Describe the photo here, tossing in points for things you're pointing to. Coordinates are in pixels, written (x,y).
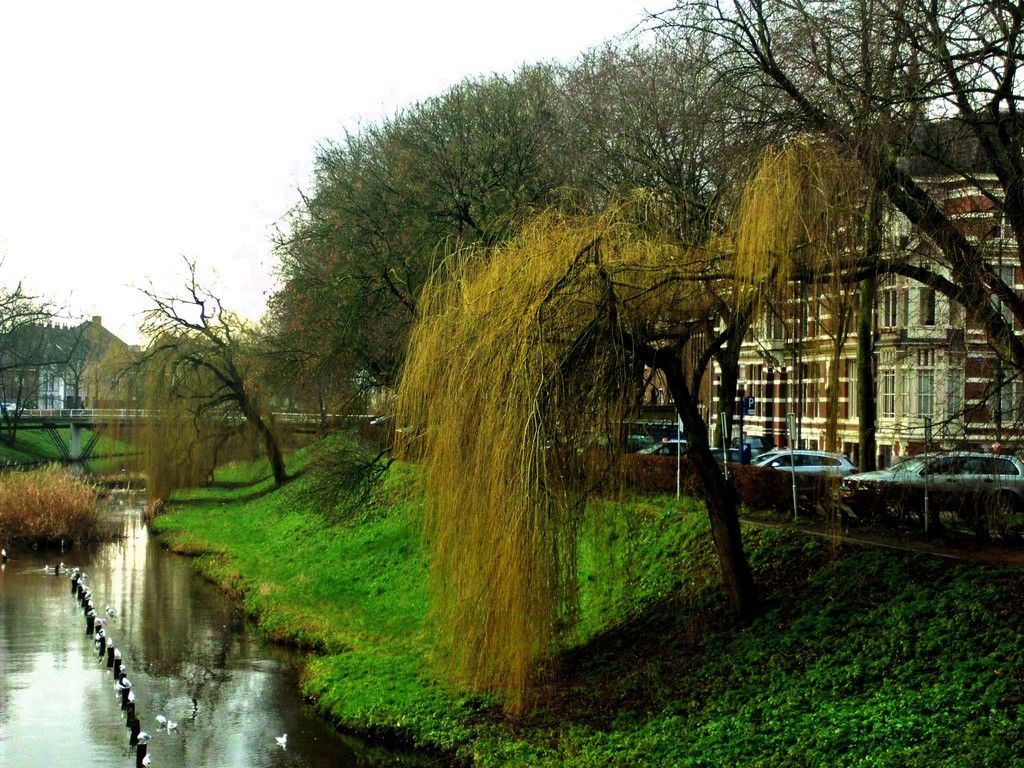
In this image we can see buildings (714,379), trees (864,465), motor vehicles (933,478) on the road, grass (417,489), birds (78,580), barrier poles (113,663), bridge (100,414) over a river (145,565), hills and sky (178,142).
